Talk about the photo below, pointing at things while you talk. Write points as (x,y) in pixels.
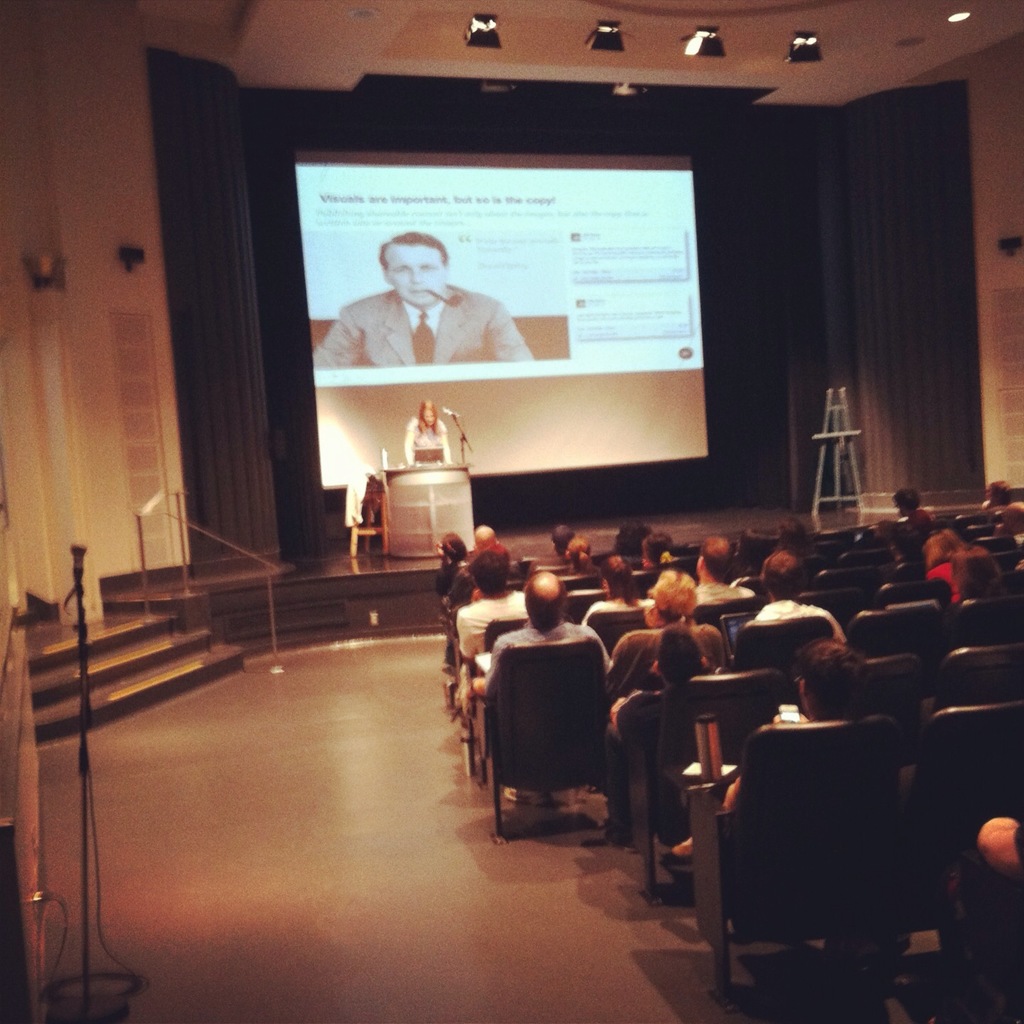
A picture of a auditorium (466,712). Far there is a screen (603,345), on this screen (510,210) there is a person (464,362) wore suit (380,310) and tie (429,337). On this stage (605,530) there is a podium (443,490) and person (441,444) is standing. Few persons (983,829) are sitting on chairs (565,576). On top (472,27) there are lights (486,35).
